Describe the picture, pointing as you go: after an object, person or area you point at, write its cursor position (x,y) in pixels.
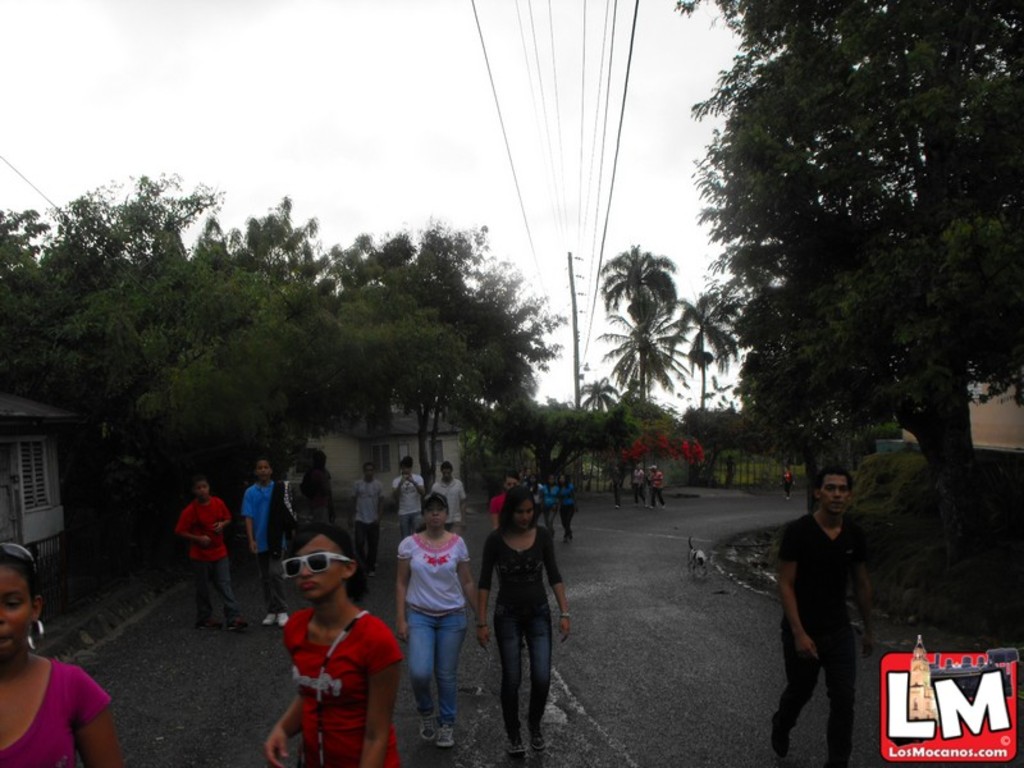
In this image on a road (384,619) there are many people (413,659) walking. On the top (585,184) on a pole (577,363) there are wires (587,326).
